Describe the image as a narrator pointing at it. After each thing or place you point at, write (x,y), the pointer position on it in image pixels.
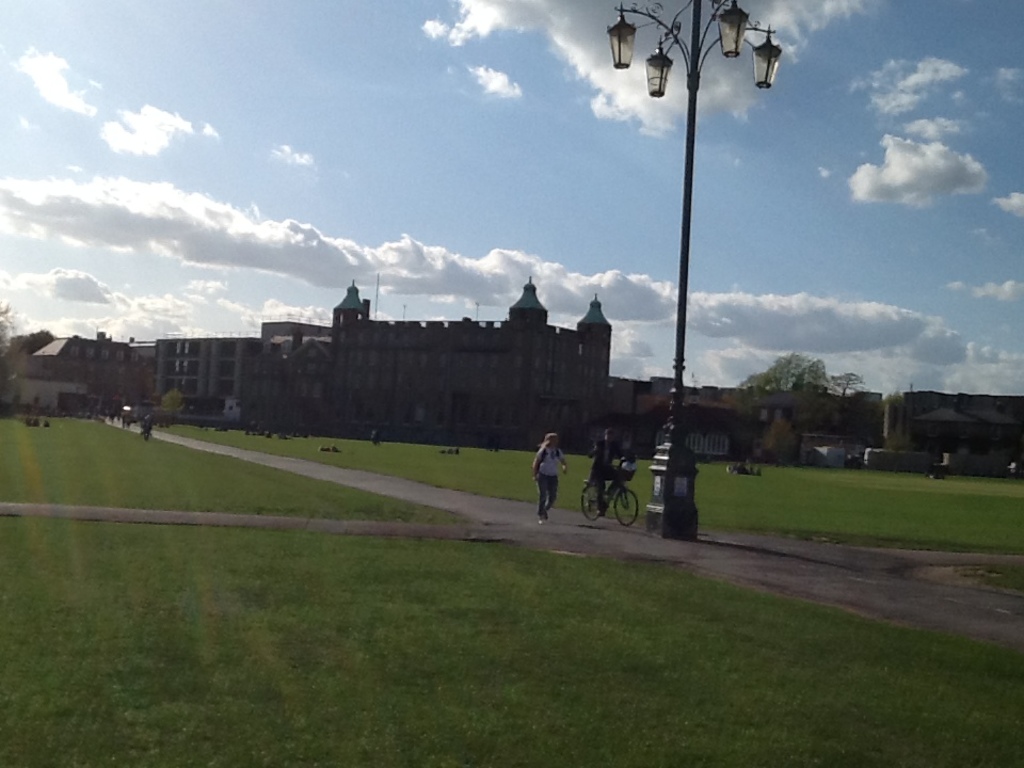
This image is taken outdoors. At the top of the image (139,157) there is the sky (498,168) with clouds (816,314). At the bottom of the image (311,735) there is a ground (211,502) with grass (420,555) on it. In the background (523,393) there are a few buildings (252,366) and houses (798,409). There are a few trees (753,396) and plants (171,403). There are a few people (146,430). In the middle of the image (667,481) there is a pole (690,469) with four street lights (619,39). A person (615,479) is riding on the bicycle (626,506) and a person (543,490) is walking on the road (544,528).
